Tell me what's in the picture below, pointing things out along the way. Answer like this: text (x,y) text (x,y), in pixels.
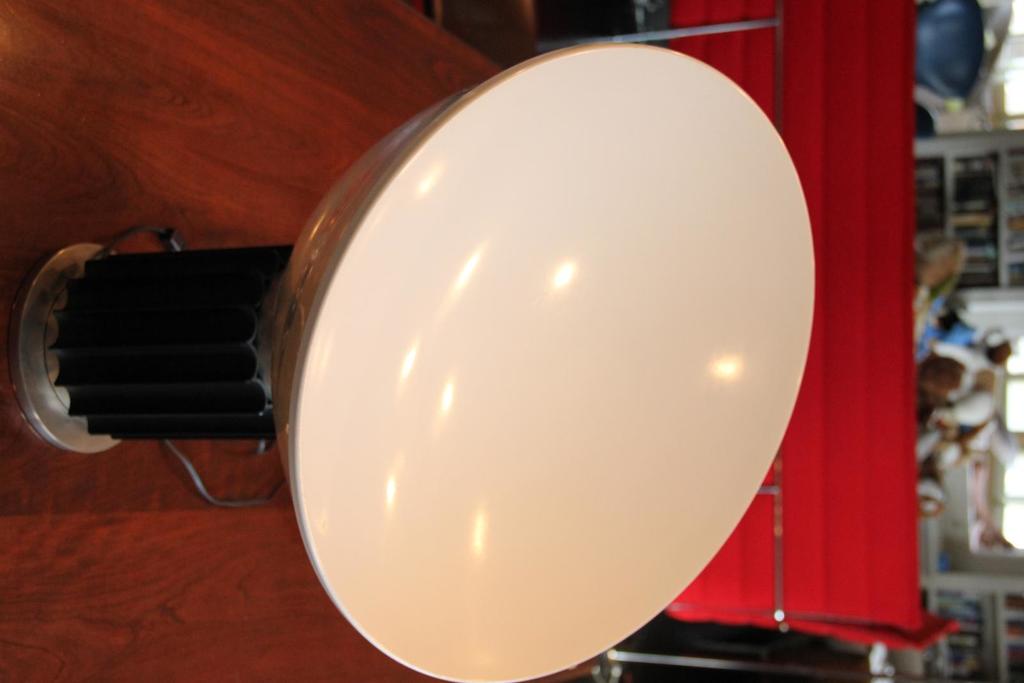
In this picture I can see an object (718,173) on the table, and in the background (959,150) there are some objects (899,253).
